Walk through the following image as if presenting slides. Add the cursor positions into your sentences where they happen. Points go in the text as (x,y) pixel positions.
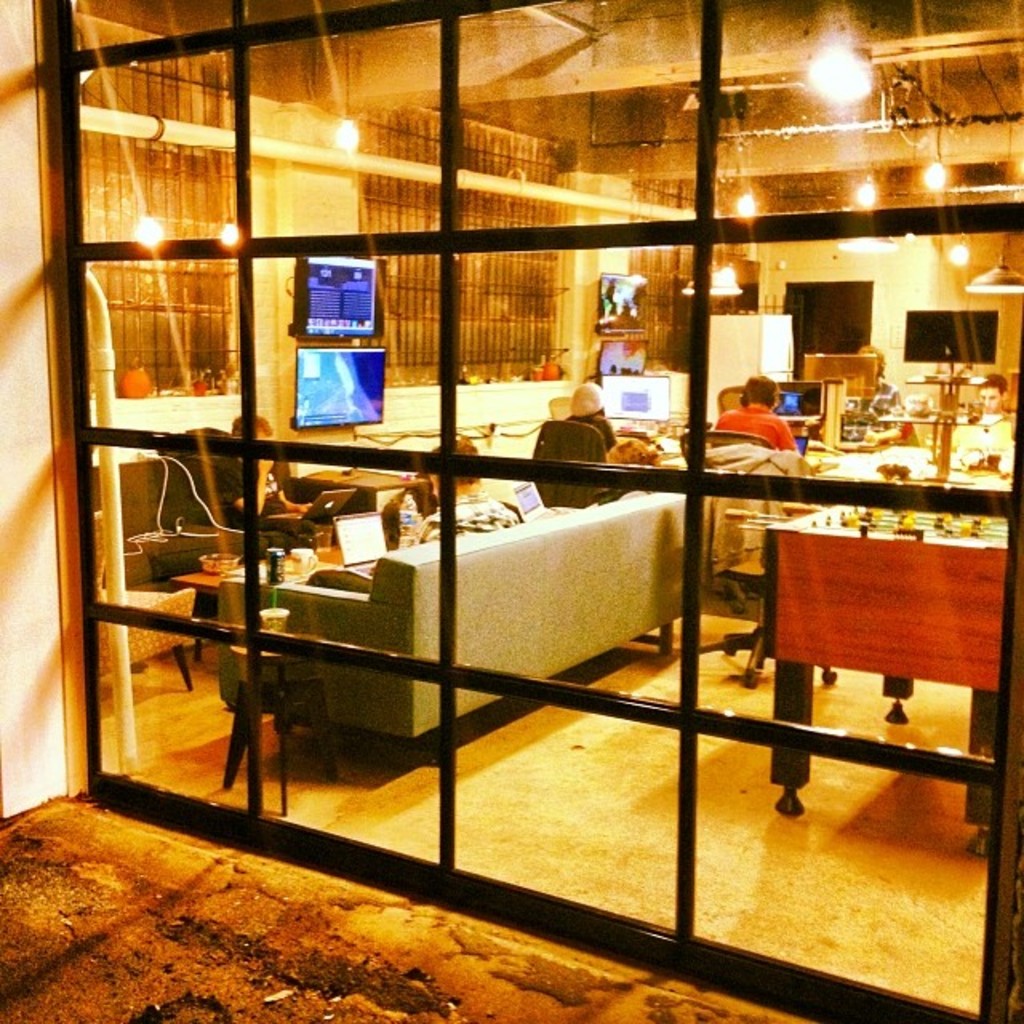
In this image we can see a glass window (683,57). Behind the glass window (616,415) there are some persons (893,388), couches (233,502), tables (783,529), screens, lights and other objects (687,417). At the bottom of the image (231,916) there is the ground (277,977). On the left side of the image (52,286) there is a wall (1,232).
